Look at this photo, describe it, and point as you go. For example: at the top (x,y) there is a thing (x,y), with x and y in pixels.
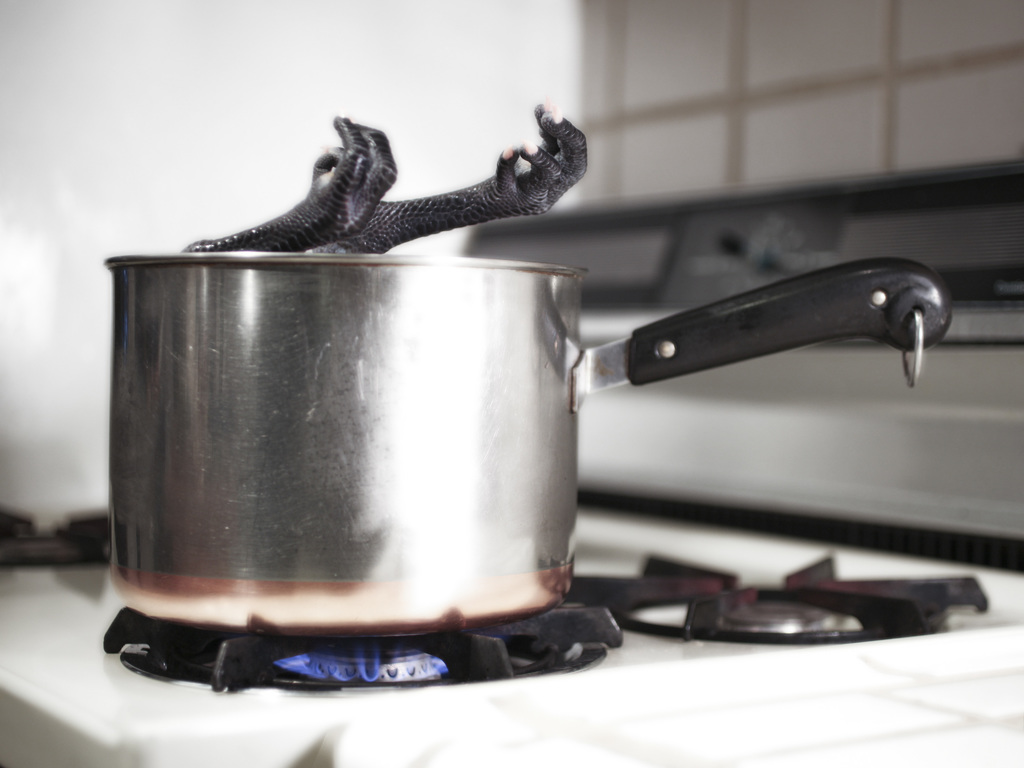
In the picture I can see a sauce pan (246,439) which is placed on the stove (350,640) and there is an object (332,194) placed in it and there are some other objects (782,233) in the background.
